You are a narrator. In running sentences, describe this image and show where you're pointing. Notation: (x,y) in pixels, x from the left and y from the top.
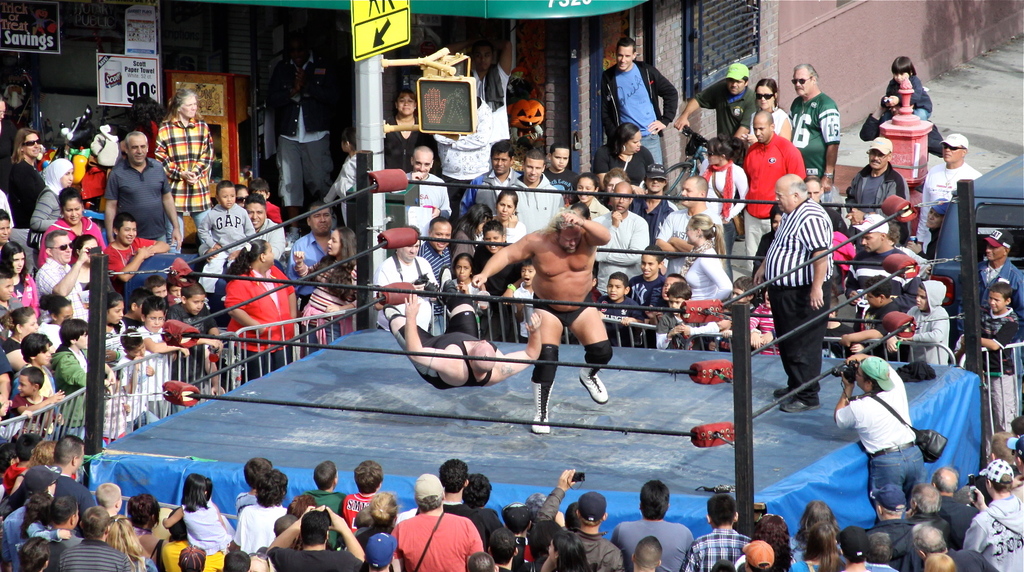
In this picture we can see bodybuilders (578,331) in the ring (468,398). Here we can see umpire (811,350) who is wearing striped t-shirt (790,259), trouser (798,341) and shoe (787,406). Here we can see a cameraman (874,373) who is holding a camera (856,372) and he is standing near to the ring (775,466). Here we can see group of persons (517,185) watching the game. On the top (387,11) there is a sign board (386,27) on the pole (367,102). Here we can see building (555,42). On the top left corner (156,79) we can see posters (139,62), calendar (134,19), fridge (205,91) and objects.
